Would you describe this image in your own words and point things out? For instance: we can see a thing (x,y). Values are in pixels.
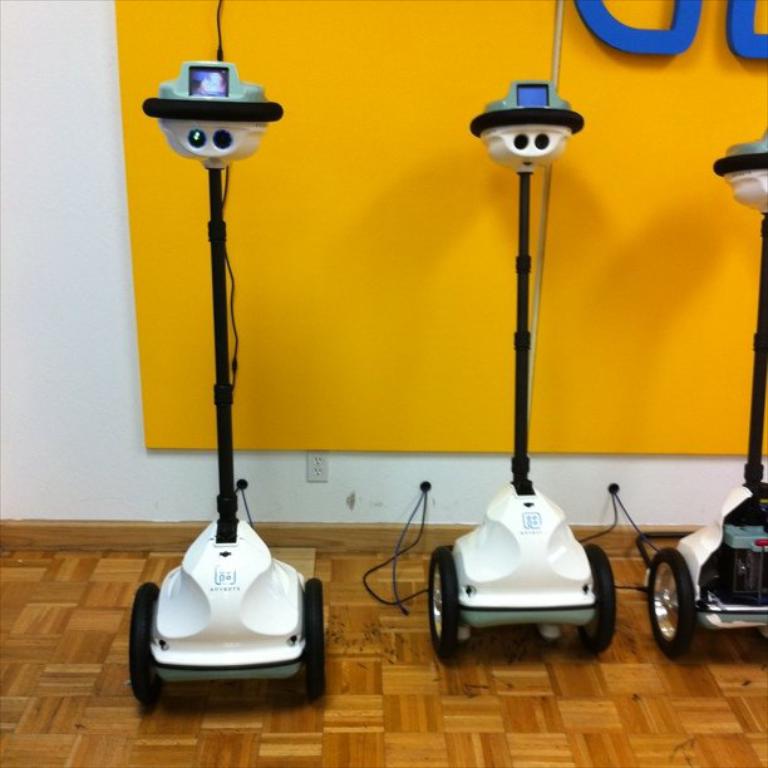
In this image we can see some machines (549,527) which are in white and black color and in the background of the image (293,198) there is a wall (81,291) which is in yellow, white and blue color.
